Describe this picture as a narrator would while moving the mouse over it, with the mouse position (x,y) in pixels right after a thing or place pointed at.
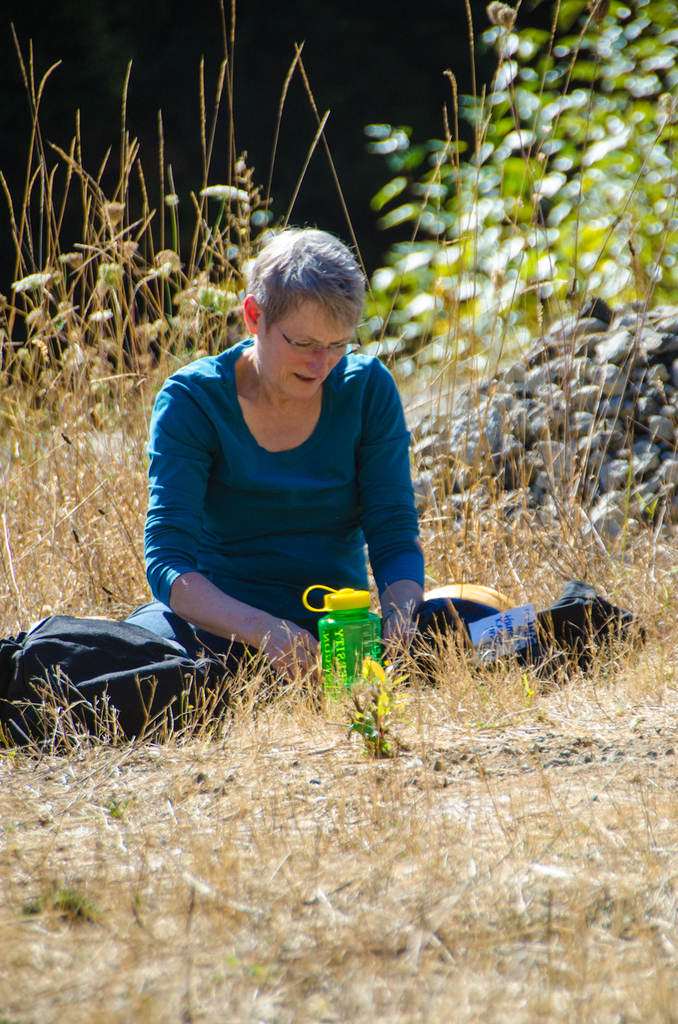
There is a woman (265,453) sitting on the ground (512,706). There is a bag (78,640) beside her. In front (344,642) her there is a bottle (336,629). Behind her there is a rock (533,417). In the background (594,222) there are some plants (483,249) and grass (92,442) in the ground (94,525).
